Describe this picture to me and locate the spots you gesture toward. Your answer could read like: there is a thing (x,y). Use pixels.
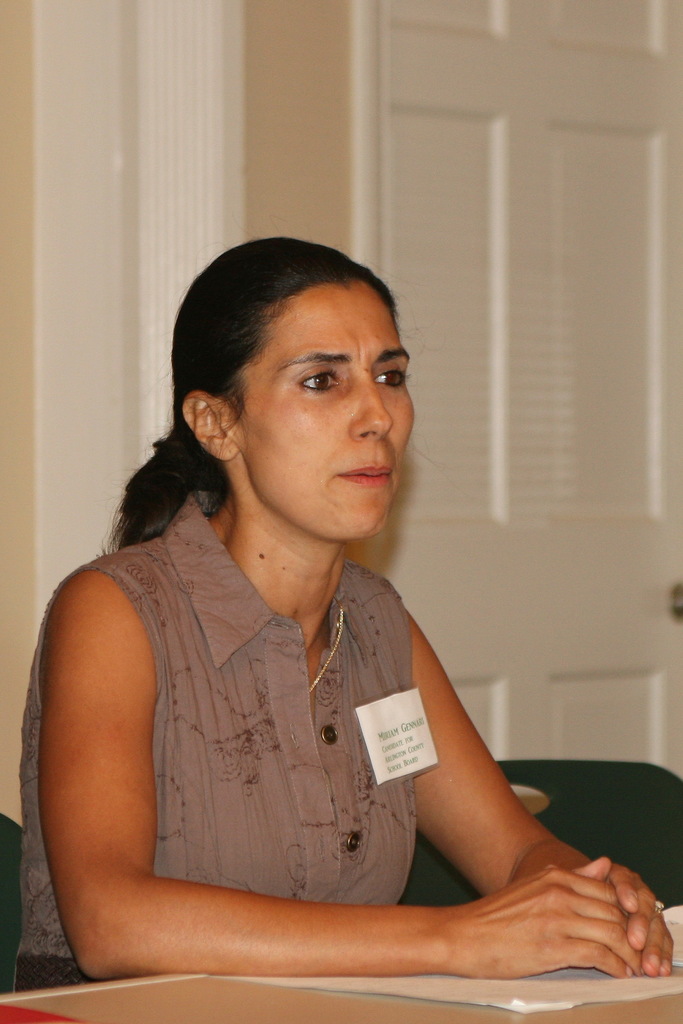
In the foreground (266,480) I can see a woman (392,940) in front of a table (283,1018). In the background (594,753) I can see a wall (170,278). This image is taken may be in a hall (590,392).
